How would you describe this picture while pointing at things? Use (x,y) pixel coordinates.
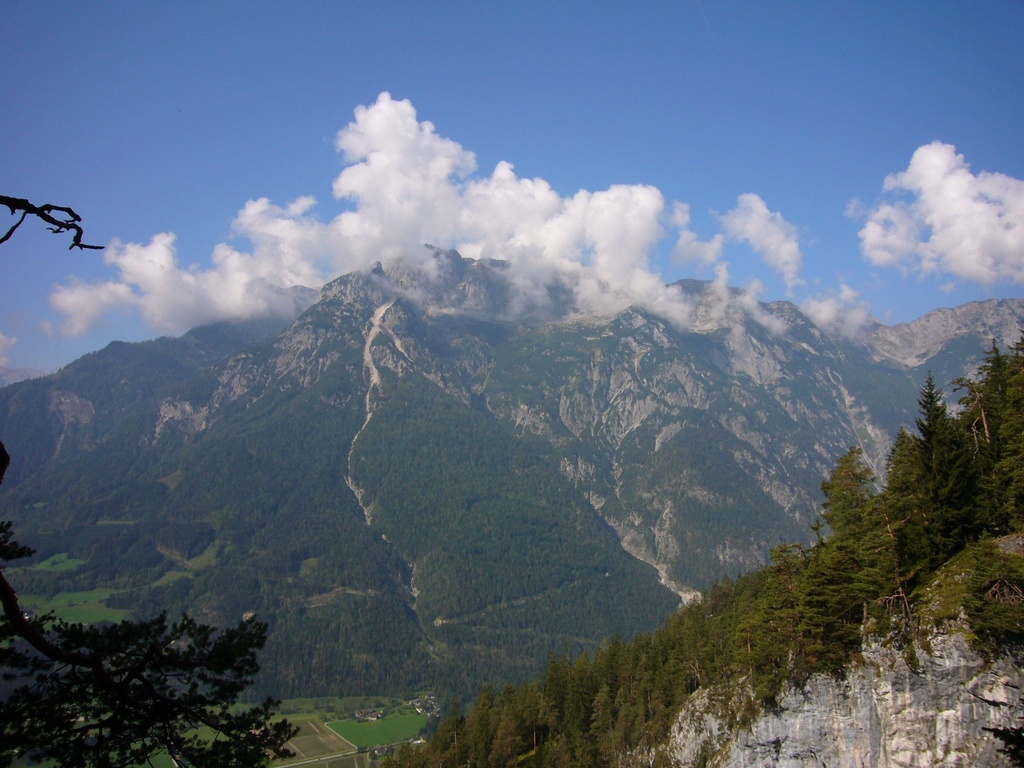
In this image we can see mountains (488,459), trees (517,539) and the sky (792,59) with clouds (376,197) in the background (518,235).
